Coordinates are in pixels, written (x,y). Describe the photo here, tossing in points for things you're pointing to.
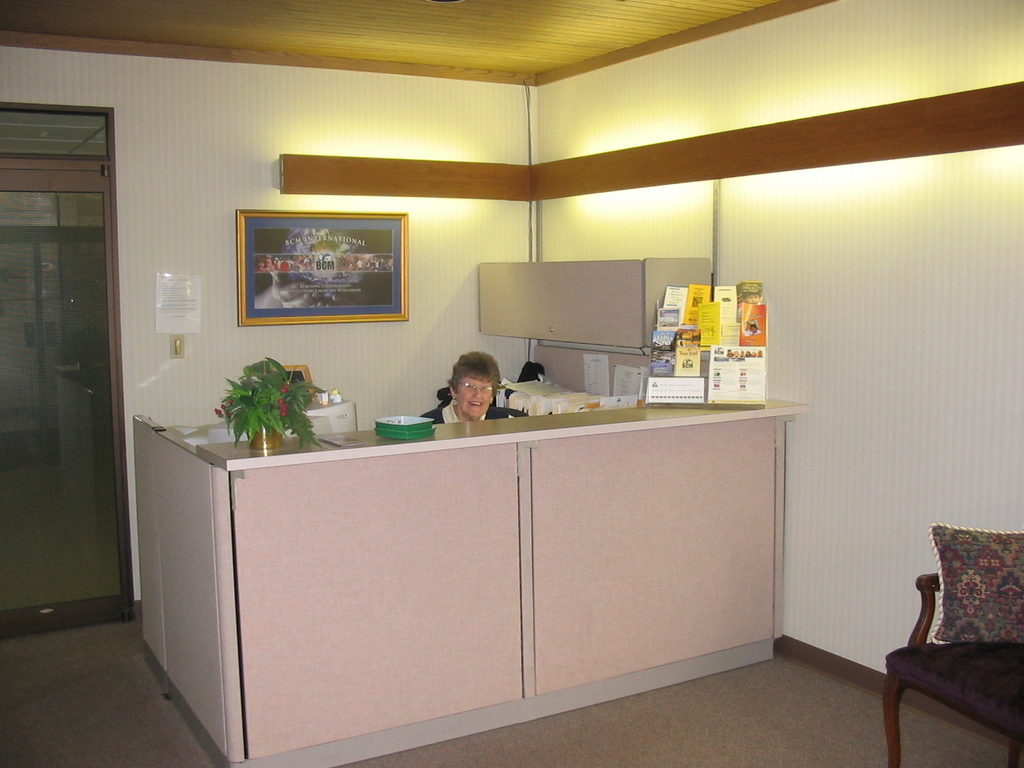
In this picture there is a woman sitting in chair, and there are books (756,395), table (490,457), plant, frame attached to wall (147,400), door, couch (998,650), pillow (943,575).
